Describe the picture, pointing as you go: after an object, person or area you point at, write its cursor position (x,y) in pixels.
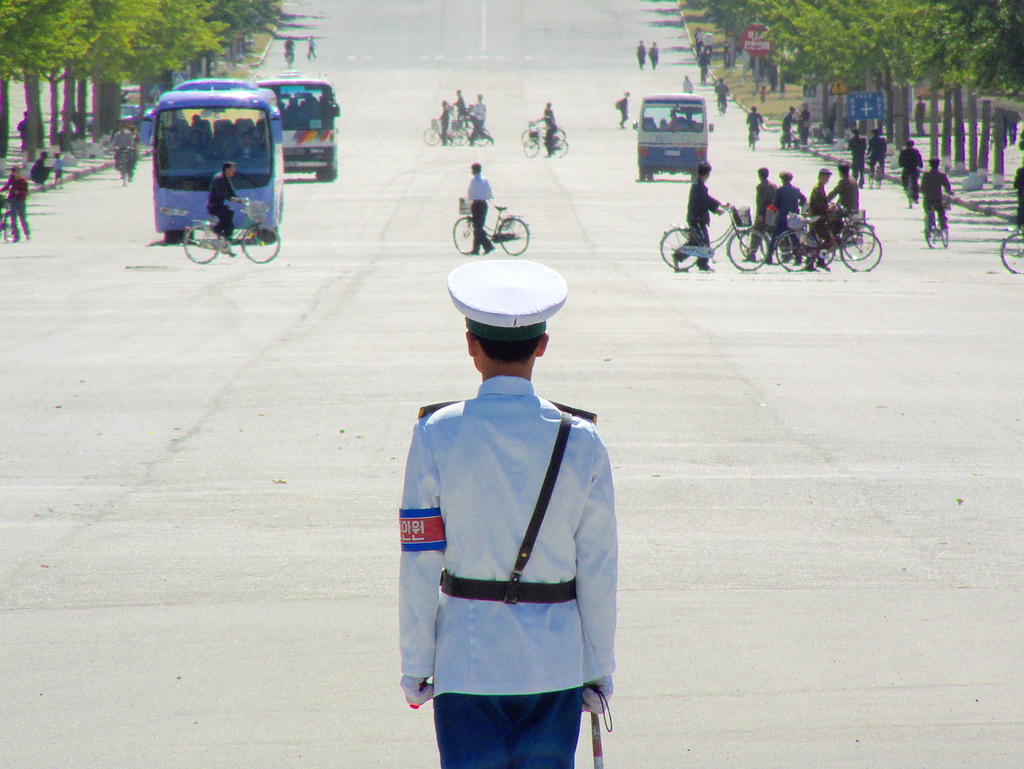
In the picture we can see a man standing in a traffic police dress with a cap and in front of him we can see many people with bicycles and we can also see three vans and on both sides of the road (807,630) we can see the trees (91,3) and board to the pole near the trees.
